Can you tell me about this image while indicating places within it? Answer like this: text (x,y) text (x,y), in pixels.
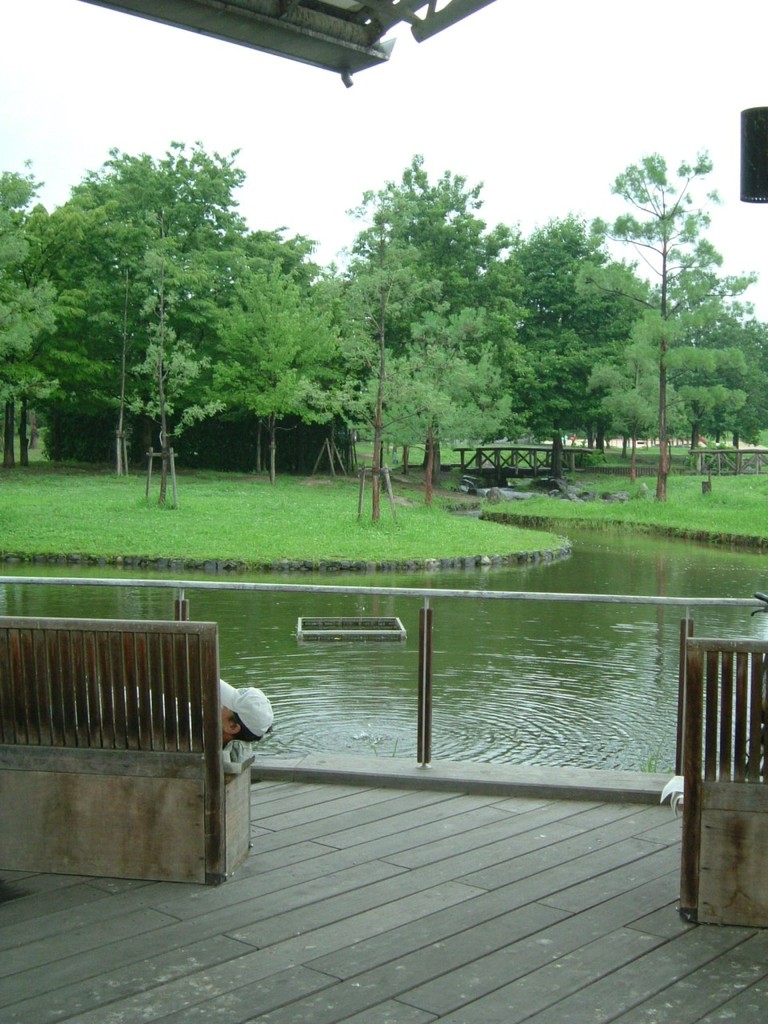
In the foreground of the image (710,795) we can see two benches (767,796). One person (227,719) is lying on a bench (151,730). In the center of the image (435,587) we can see a metal railing (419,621), a lake (467,631) with water (536,611). In the background (526,462), we can see two bridges (707,473), group of trees (686,347), shed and the sky (494,98).
